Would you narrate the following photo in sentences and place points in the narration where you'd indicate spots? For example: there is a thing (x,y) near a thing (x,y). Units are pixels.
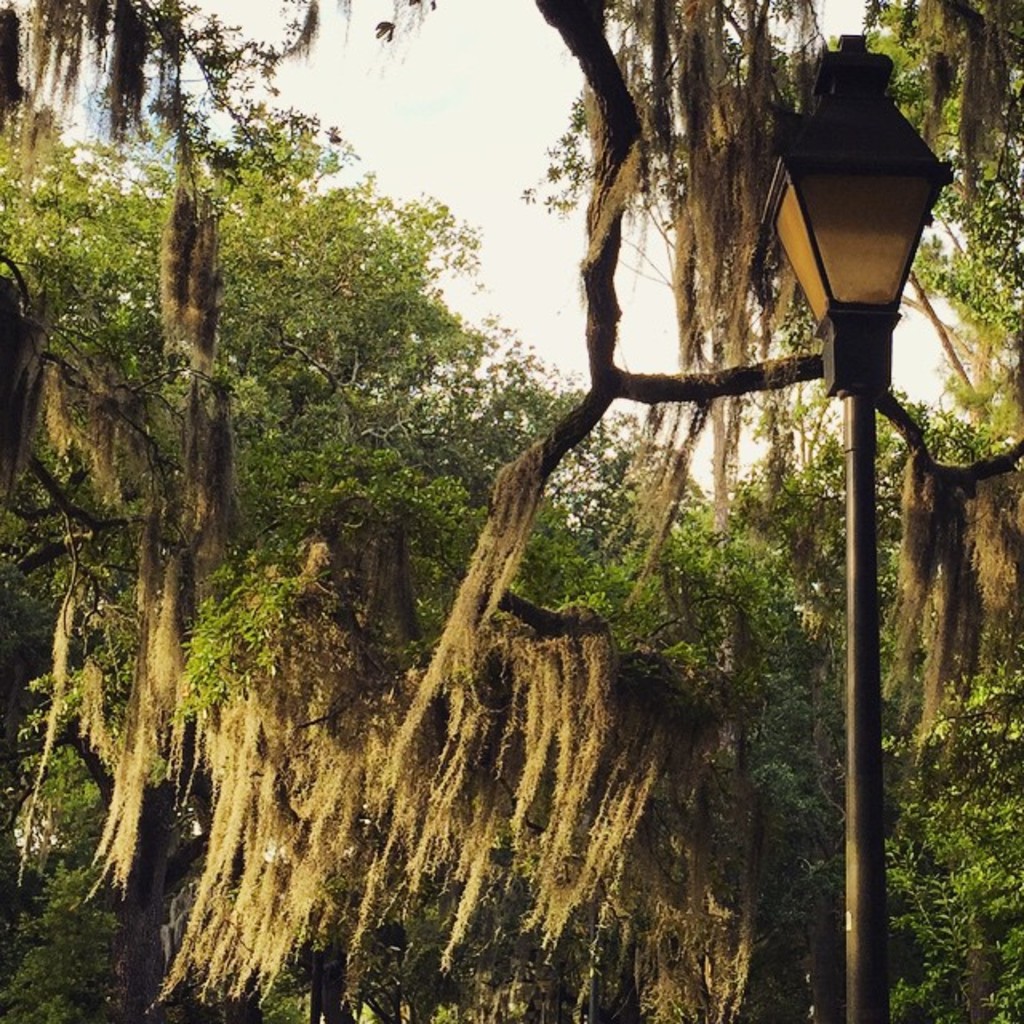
In this image we can see the light pole (846,201), trees (488,601) and the sky (551,184).
